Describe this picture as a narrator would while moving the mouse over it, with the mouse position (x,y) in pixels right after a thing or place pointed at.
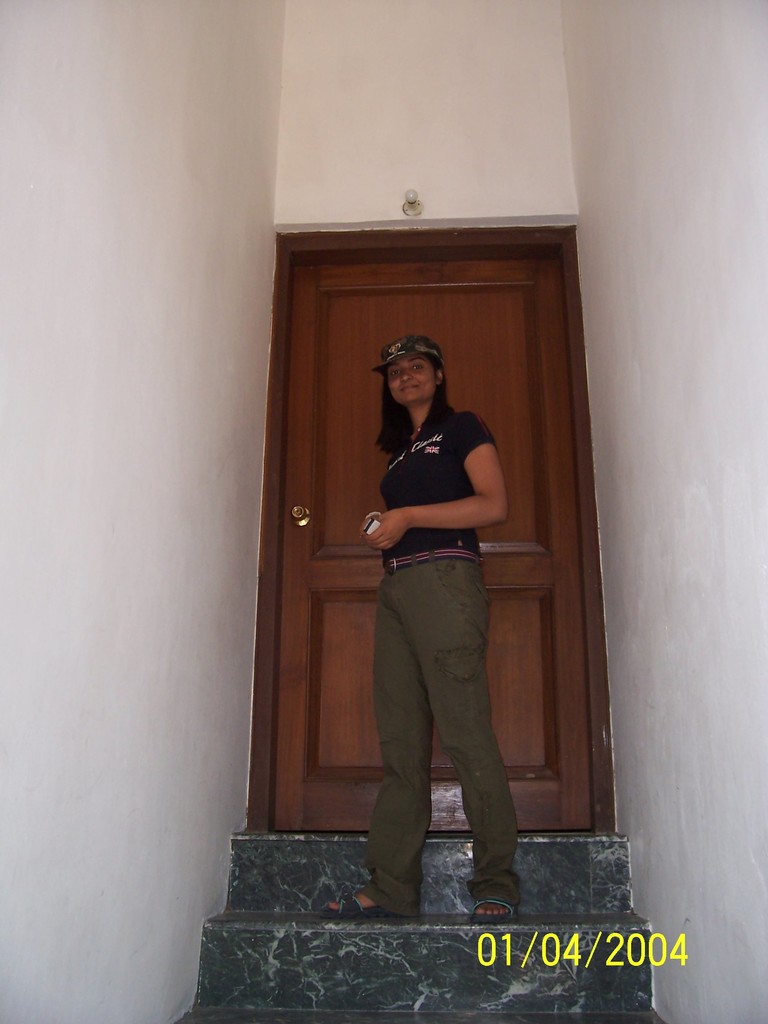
This image is taken indoors. In the middle of the image (417,532) a woman (431,689) is standing on the stairs (471,946). In the background (120,426) there are a few walls (158,458) and there is a door (374,386).
